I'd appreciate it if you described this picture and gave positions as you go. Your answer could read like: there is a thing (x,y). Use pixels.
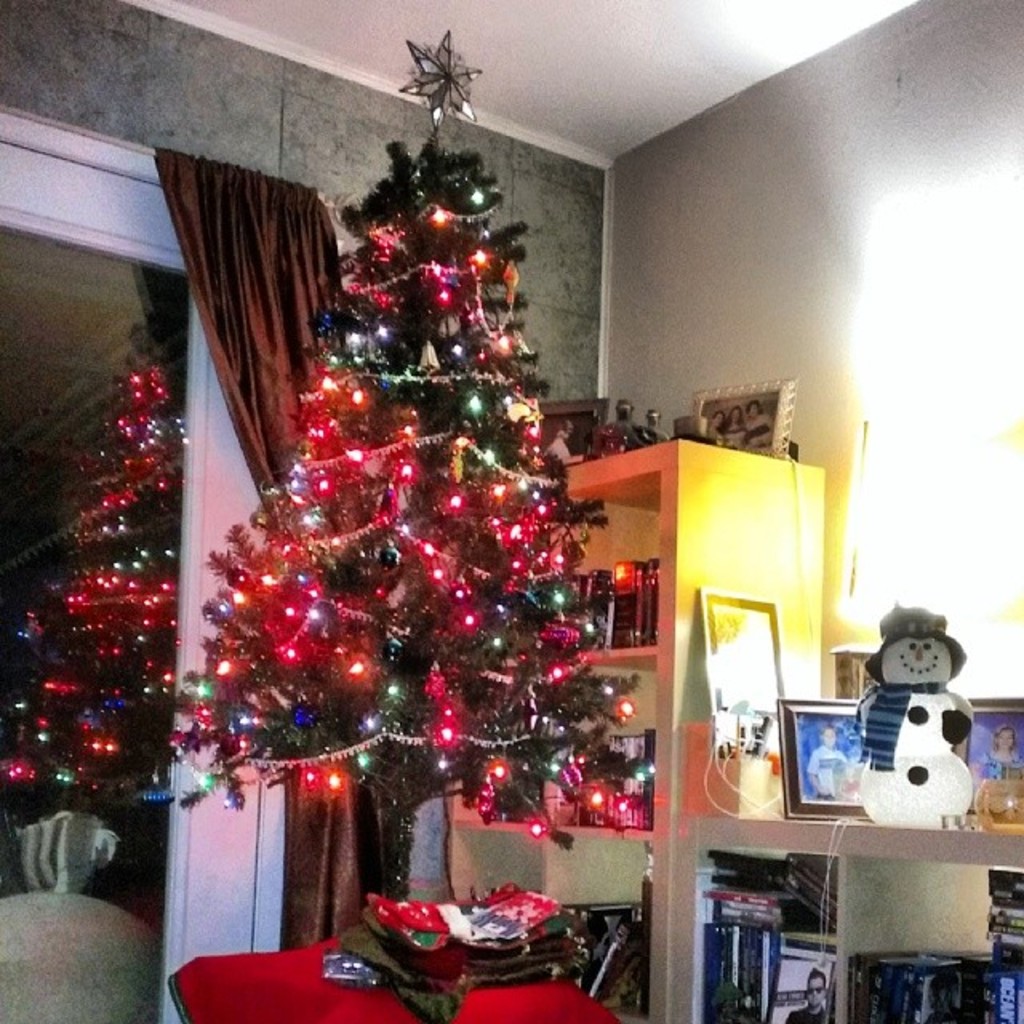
In this image there is a curtain (244,328), there is a glass (48,768) in which we can see a reflection (73,607) of the tree (110,425) on the left corner (130,589). There is a wooden rack (966,838) with objects (987,978) on it and there is an object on the wall (925,917) in the right corner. There is a christmas tree (413,265), a wooden rack (705,841) with objects (754,445) on it and there is a wall (723,274) in the background (611,289).
